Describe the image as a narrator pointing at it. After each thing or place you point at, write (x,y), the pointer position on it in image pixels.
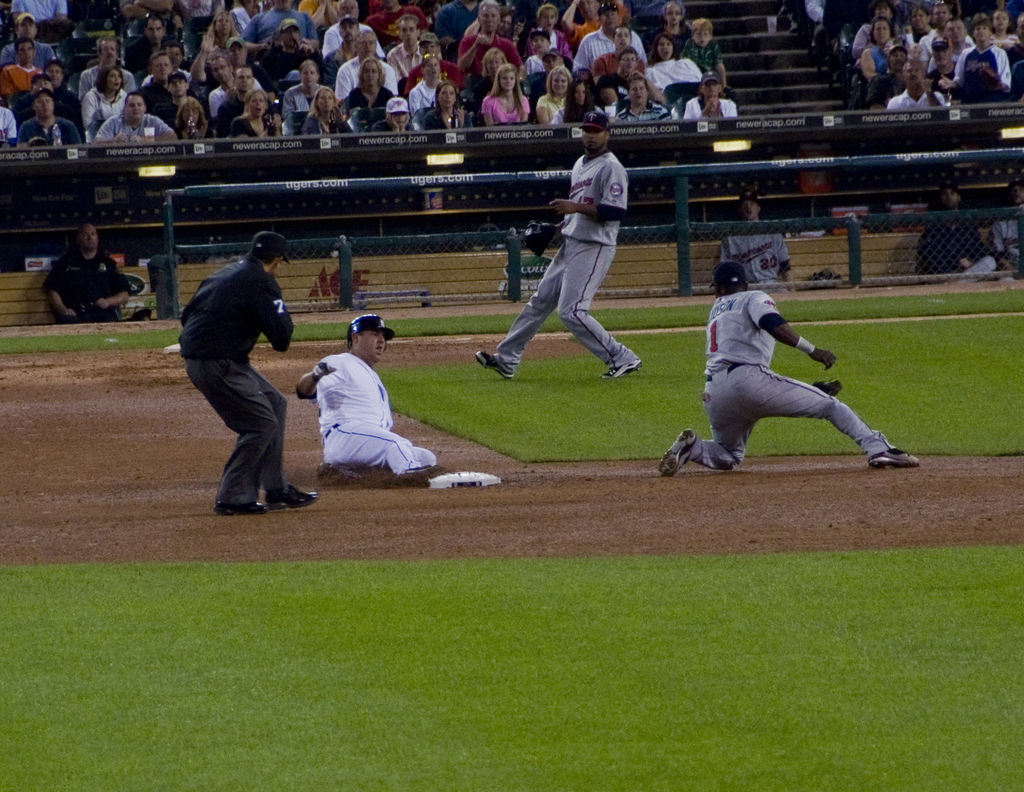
In the foreground of the image (607,751) we can see the grass (135,714). In the middle of the image (505,365) we can see some persons (603,351) are playing a game. At the top of the image (433,115) we can see crowd (491,61) sitting on the chairs (420,125).
